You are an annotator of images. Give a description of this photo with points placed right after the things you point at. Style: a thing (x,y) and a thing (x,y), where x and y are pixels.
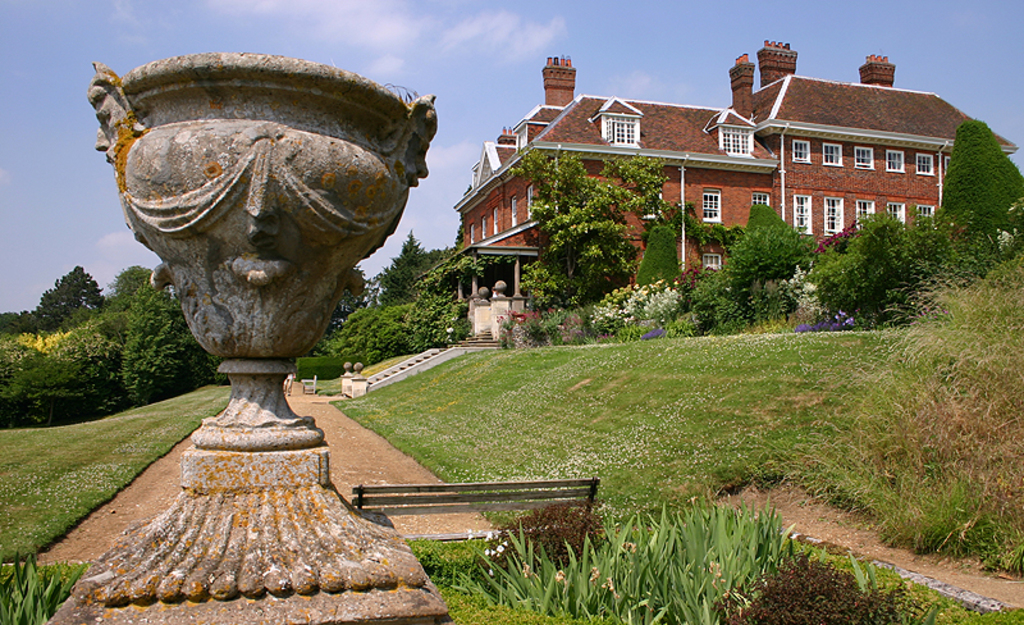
In this image there is a rock structure (256,502), beside that there is a bench (521,498) and there are trees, plants (751,586), grass (543,358), flowers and a building (673,156). In the background (533,60) there is the sky (510,57).
